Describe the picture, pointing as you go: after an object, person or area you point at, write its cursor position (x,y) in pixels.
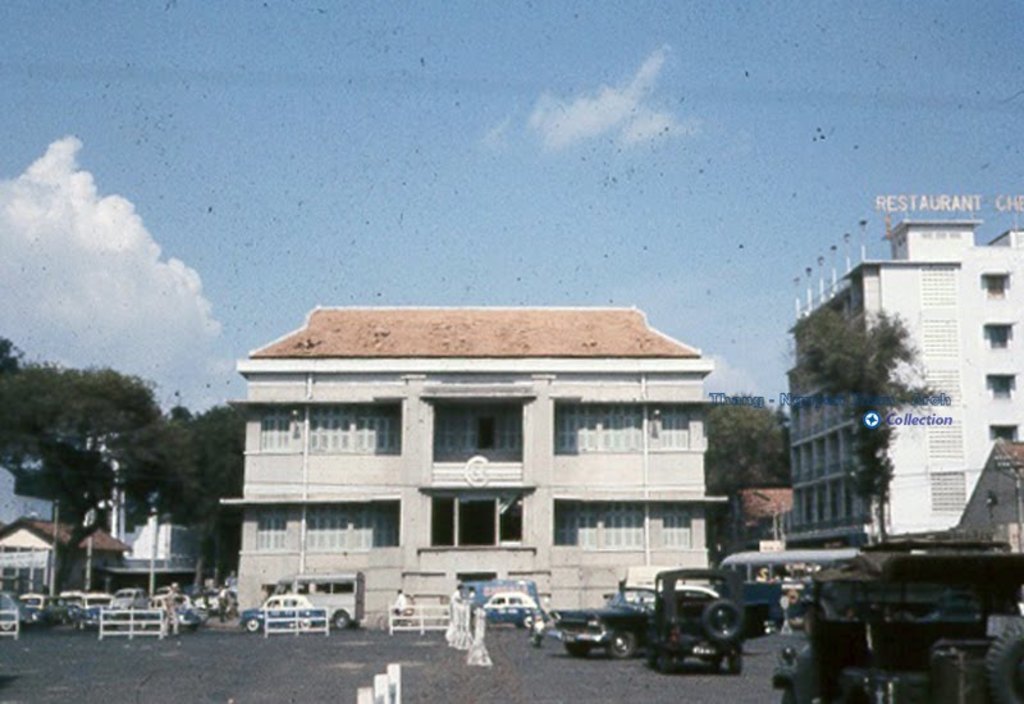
In this picture I can see vehicles (613,636) on the road (360,638), there are group of people (471,618), there are buildings (604,430), trees (754,443), and in the background (520,194) there is the sky (359,214) and there is a watermark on the image.
